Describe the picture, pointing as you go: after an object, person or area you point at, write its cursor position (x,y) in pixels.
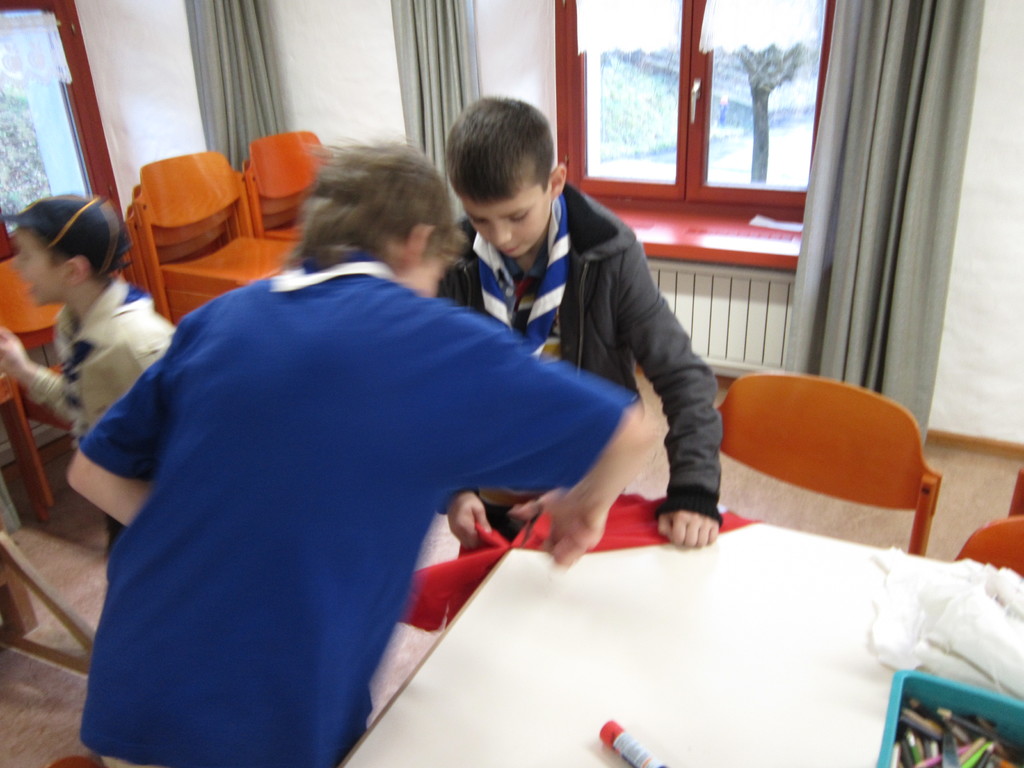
In this image three children (160,420) standing on the floor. Here the first child (266,555) wearing blue t shirt (501,440) is holding a scissors (527,525) in his hands (553,523) and cutting the cloth (623,518) placing on the table (751,644). In the background (214,228) there are few chairs (208,203) and curtains (219,32) on the wall (322,91). This is the wooden glass window (652,131).
